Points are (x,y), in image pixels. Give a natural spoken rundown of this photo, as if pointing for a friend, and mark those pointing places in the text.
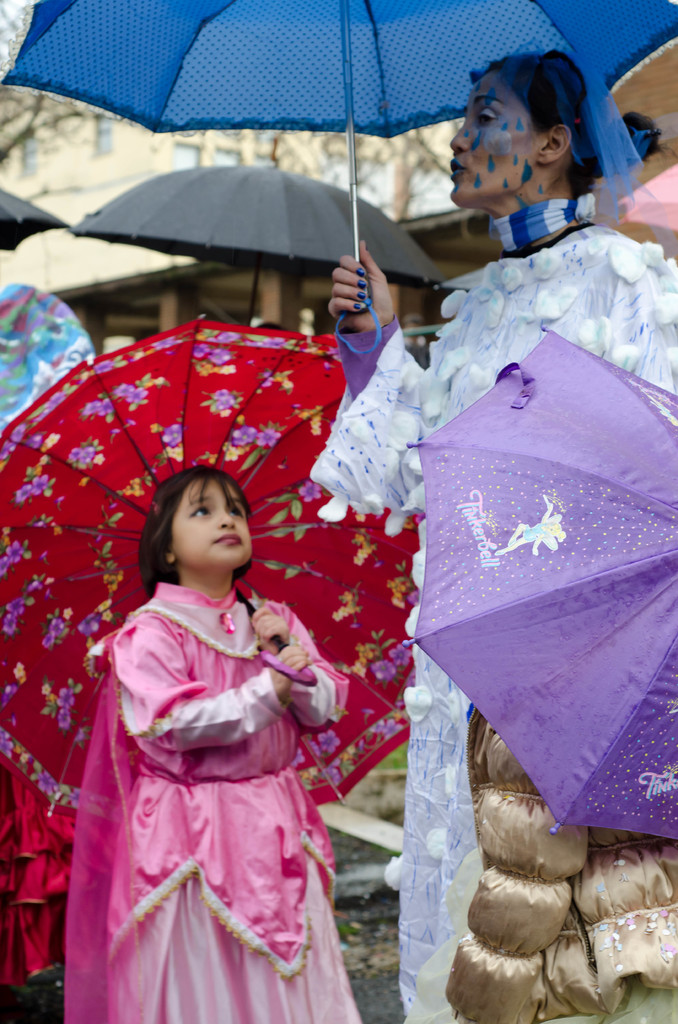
In this image there are persons (218,635) standing and holding an umbrella (516,509). In the background (97,192) there is a building (188,145) and there are trees (32,128).
